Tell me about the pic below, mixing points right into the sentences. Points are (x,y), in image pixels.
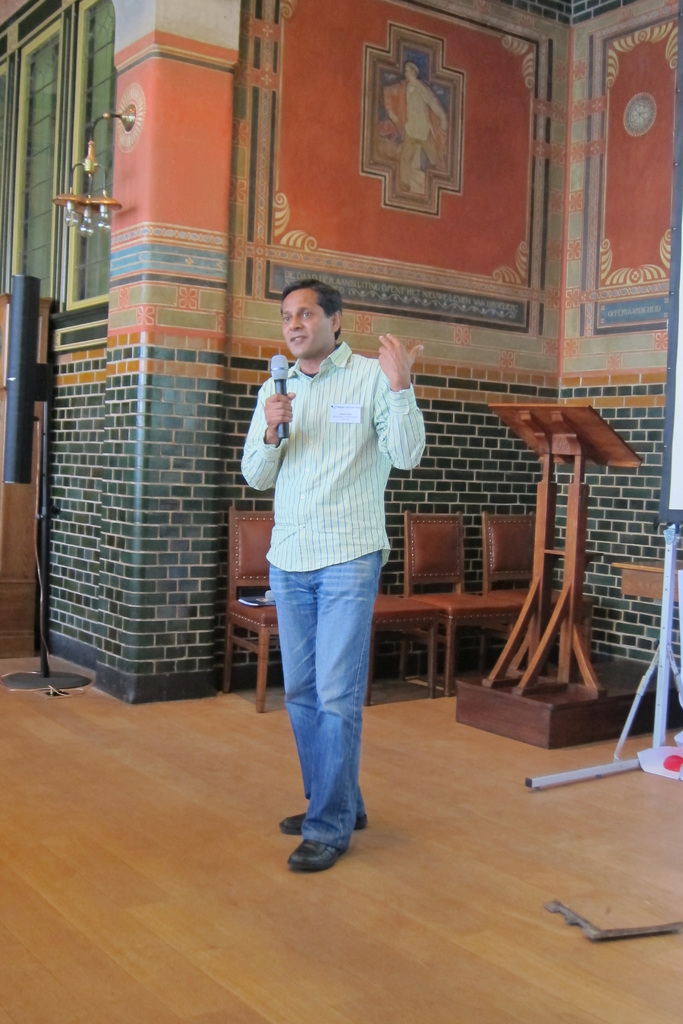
In this image there is a man (298,621) standing. He is holding a microphone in his hand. Behind him there are chairs (500,558) and a podium (497,673). In the background (312,131) there is a wall (468,213). There are paintings (421,149) on the wall (569,239). To the left (116,114) there is a wall lamp (126,119). There is a stand (41,454) in the image. At the bottom (131,919) the floor (315,936) is furnished with the wood (284,927).
